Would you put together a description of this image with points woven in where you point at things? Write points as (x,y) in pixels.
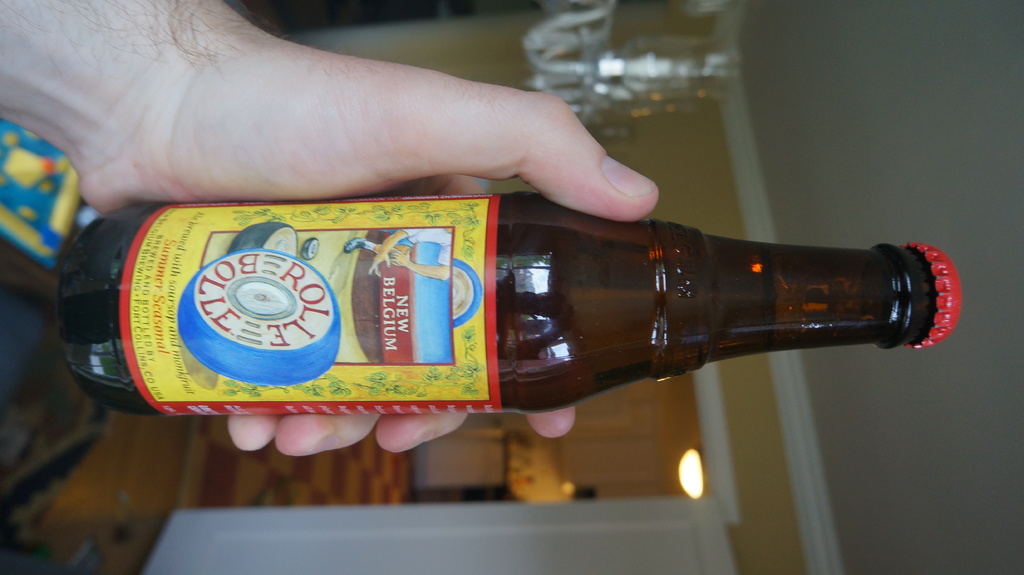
In this image I can see a person (544,135) is holding a bottle (387,287) and sticker (343,275) is attached to it. Back I can see door (623,544), light (692,486) and the wall (753,443).
